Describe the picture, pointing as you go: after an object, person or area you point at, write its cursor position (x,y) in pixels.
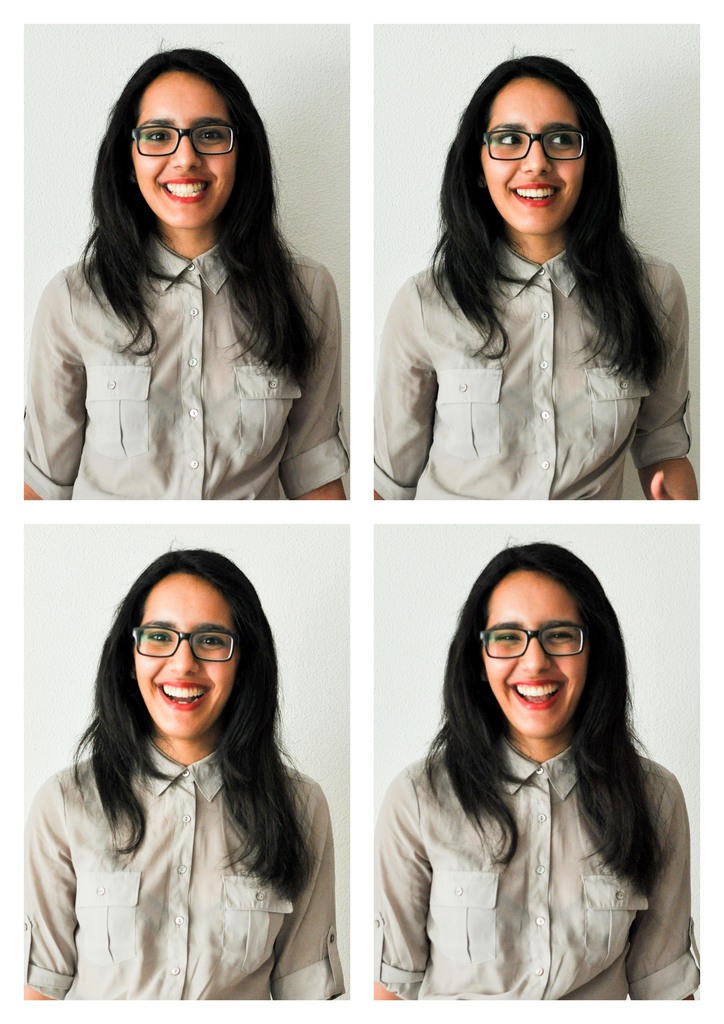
Here we can see a collage picture of a woman (661,905). She has spectacles (165,136) and she is smiling.
